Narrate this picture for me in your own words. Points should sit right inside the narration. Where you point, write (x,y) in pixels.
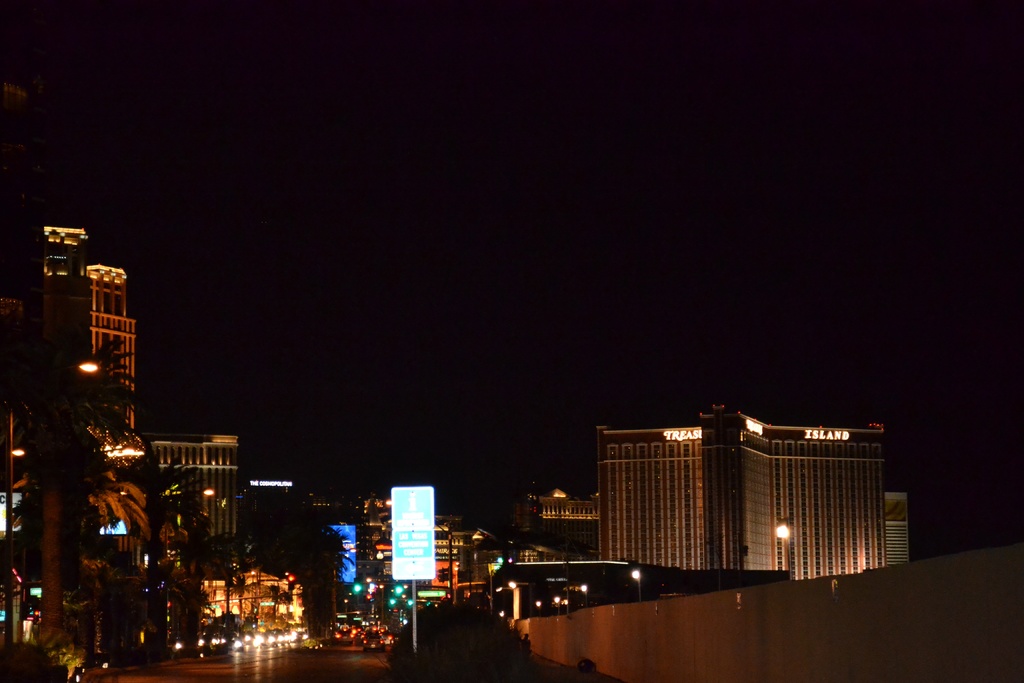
At the bottom of the image (440,648) there are some trees (408,648) and sign boards (426,502) and buildings (666,559) and vehicles (379,627).
